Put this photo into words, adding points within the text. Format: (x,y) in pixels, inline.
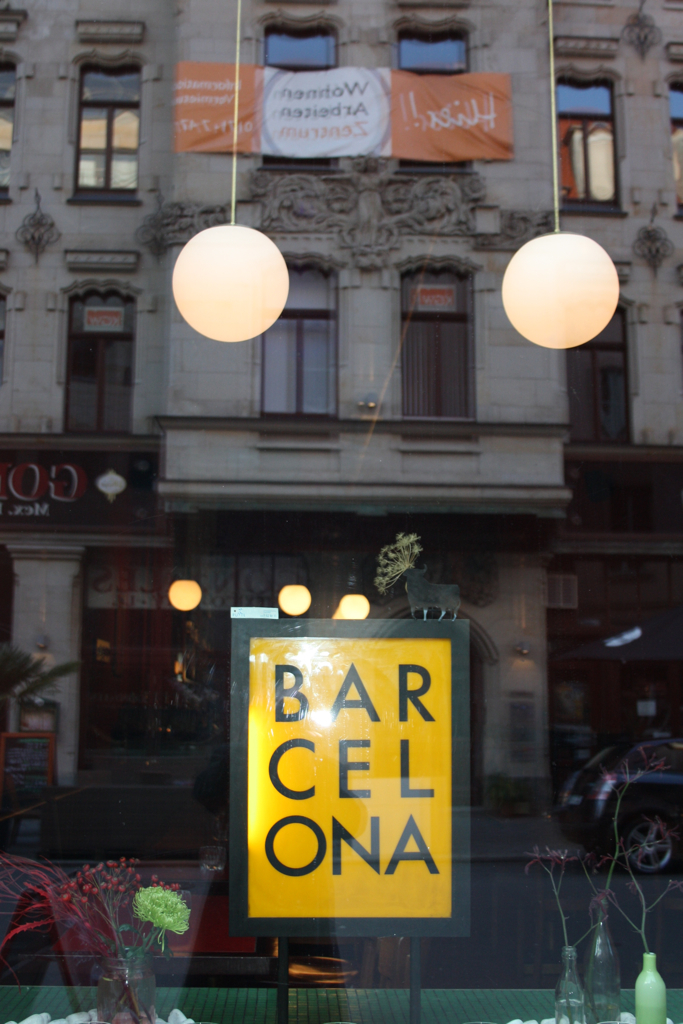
In this image in the front (317,801) there is a board (332,811) with some text (301,820) written on it. In the background (362,616) there is a building (294,465) and there are lights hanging and on the building (128,422) there are banners (324,101) with some text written on it. In front of the building (533,777) on the right side (599,821) there is a car (621,830) which is black in colour and in the front (135,967) there are bottles (122,978) and there are plants (132,958).
